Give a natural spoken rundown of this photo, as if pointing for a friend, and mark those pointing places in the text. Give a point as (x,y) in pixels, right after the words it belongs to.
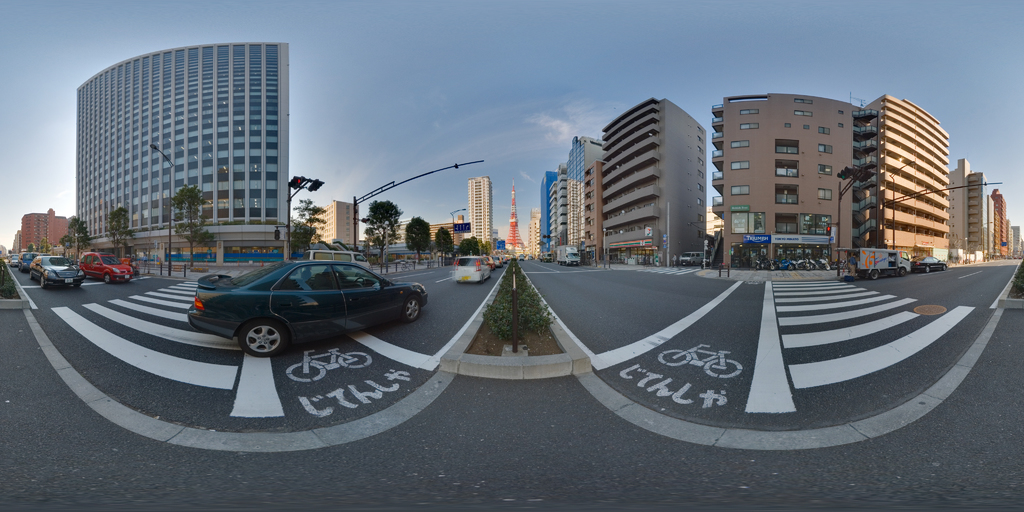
In this picture I can see there are vehicles (341,279) moving on the road (74,299) and there are trees (374,231) and buildings (587,235) and the sky (507,148) is clear.
